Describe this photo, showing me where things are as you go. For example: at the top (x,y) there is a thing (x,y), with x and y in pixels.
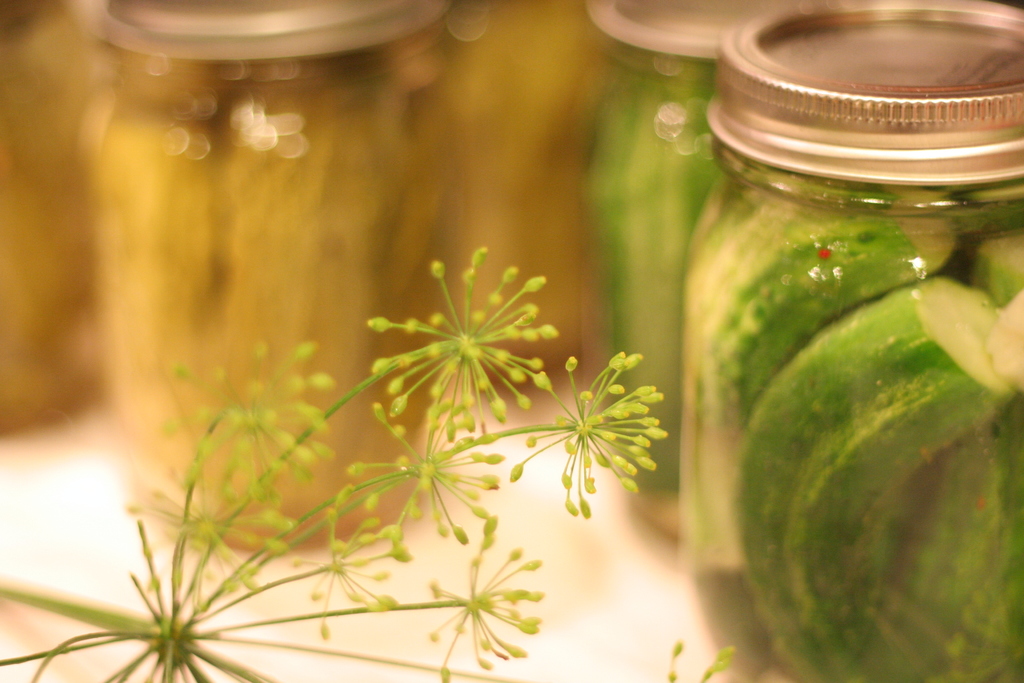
In the image there are dill flowers (240,462) on the left side (224,461) and on the right side (814,196) there are jars (814,196) with pickles (493,143) in them.
